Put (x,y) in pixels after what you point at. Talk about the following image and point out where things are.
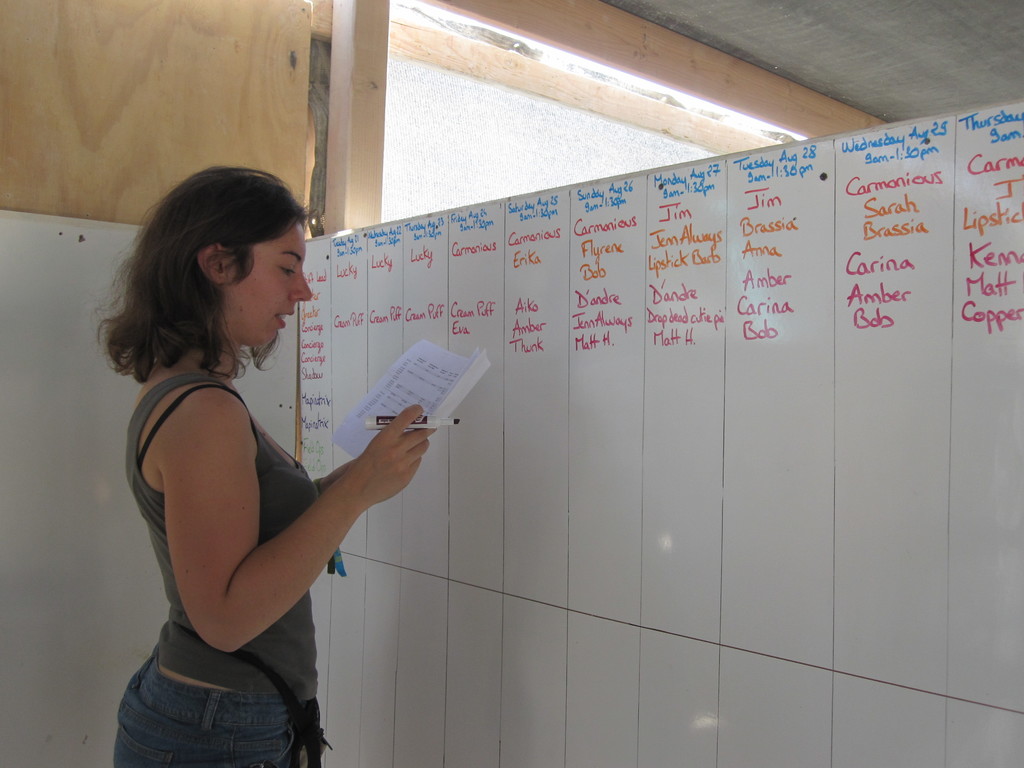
In this picture I can see there is a woman (233,380) standing and holding a paper (371,403) in her hand (414,433) and in the backdrop (729,409) there is a board (476,532).
